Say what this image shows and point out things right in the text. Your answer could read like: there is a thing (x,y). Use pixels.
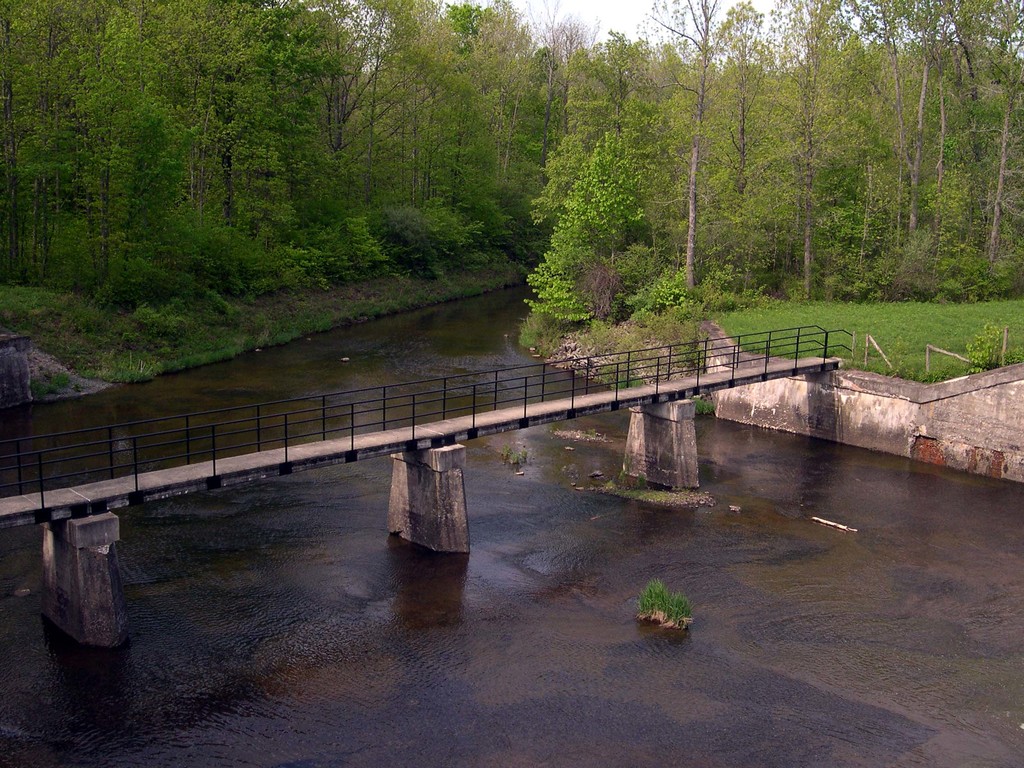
In this image there is a river (354,513) and some grass (649,616) on the river (440,590), above the river (480,507) there is a bridge (55,491). In the background (407,121) there is a grass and trees (541,209).
